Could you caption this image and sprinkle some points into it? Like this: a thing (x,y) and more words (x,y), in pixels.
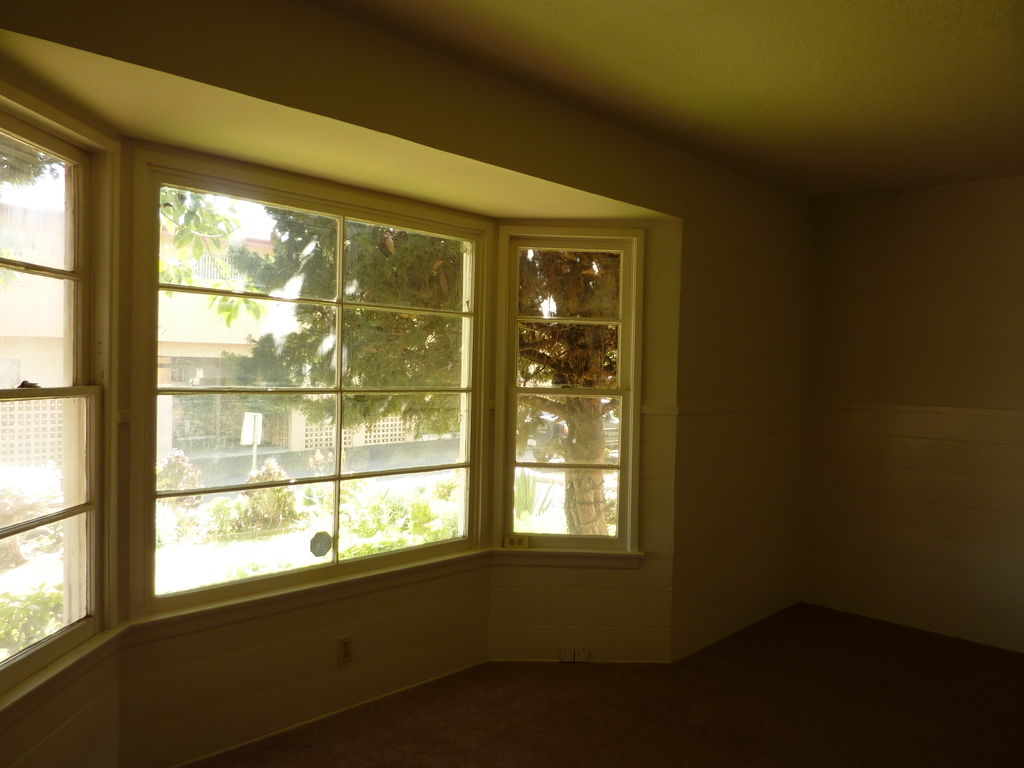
In this image I can see a buildings (0,294) and glass windows (181,258). The wall (792,405) is in white and green color. Back I can see a trees (373,250) and white color board (253,423).
